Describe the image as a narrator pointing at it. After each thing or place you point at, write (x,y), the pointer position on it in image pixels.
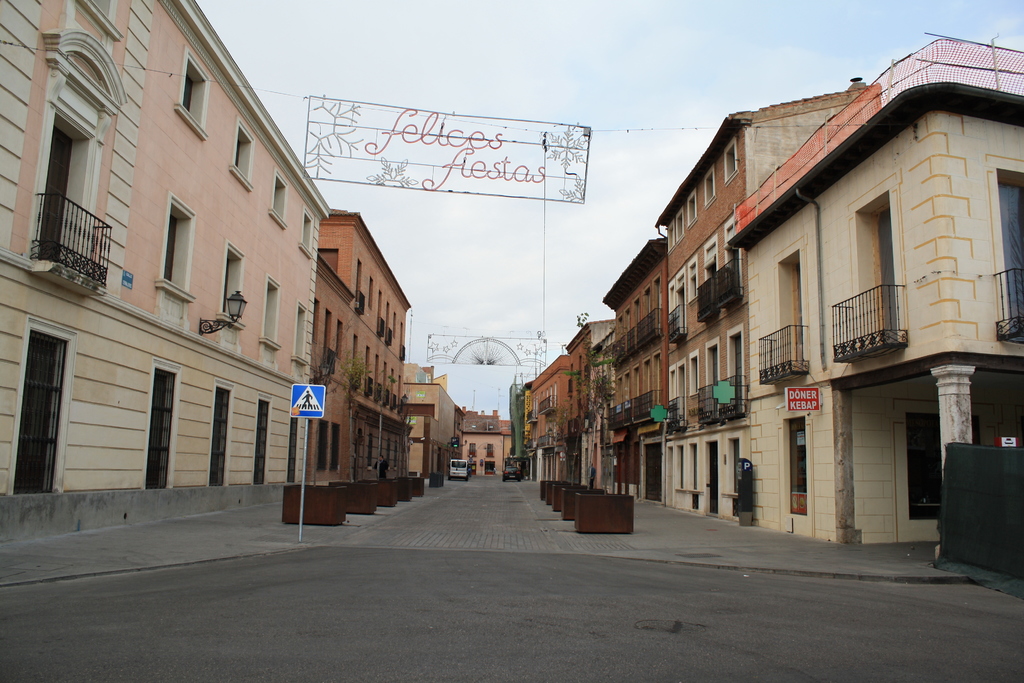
In the picture I can see buildings (265,395), sign boards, vehicles (513,474) on the road (447,509) and some other objects (348,493). In the background (506,101) I can see the sky (490,215).
